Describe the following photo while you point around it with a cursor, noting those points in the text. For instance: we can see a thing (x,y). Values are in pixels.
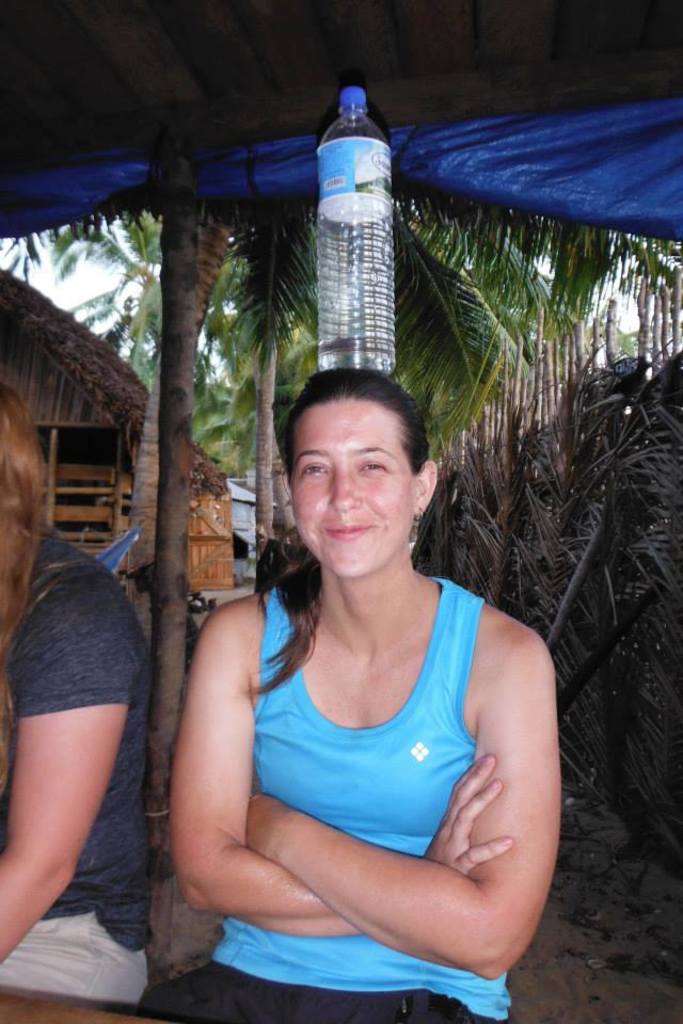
As we can see in the image there are trees (568,292), two persons (348,490) and a bottle (389,292).
